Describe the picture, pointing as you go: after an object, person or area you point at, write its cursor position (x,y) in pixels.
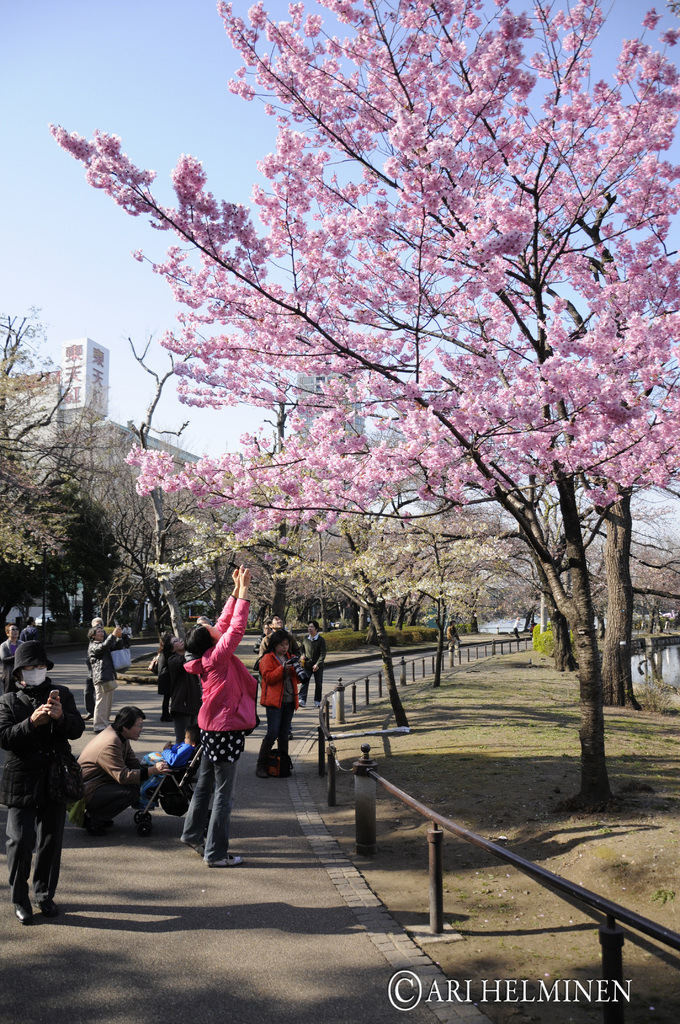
In the image we can see there are people (291,651) standing on the road (53,924) and there is a person (122,809) sitting on the road (121,870). There is a baby buggy (177,780) and there is a kid (183,757) sitting in the buggy (191,779). There are flowers (465,479) on the tree (566,473) and there is small iron poles fencing (328,739). Behind there are trees (205,564) and building (62,406). There is a clear sky (171,193).
